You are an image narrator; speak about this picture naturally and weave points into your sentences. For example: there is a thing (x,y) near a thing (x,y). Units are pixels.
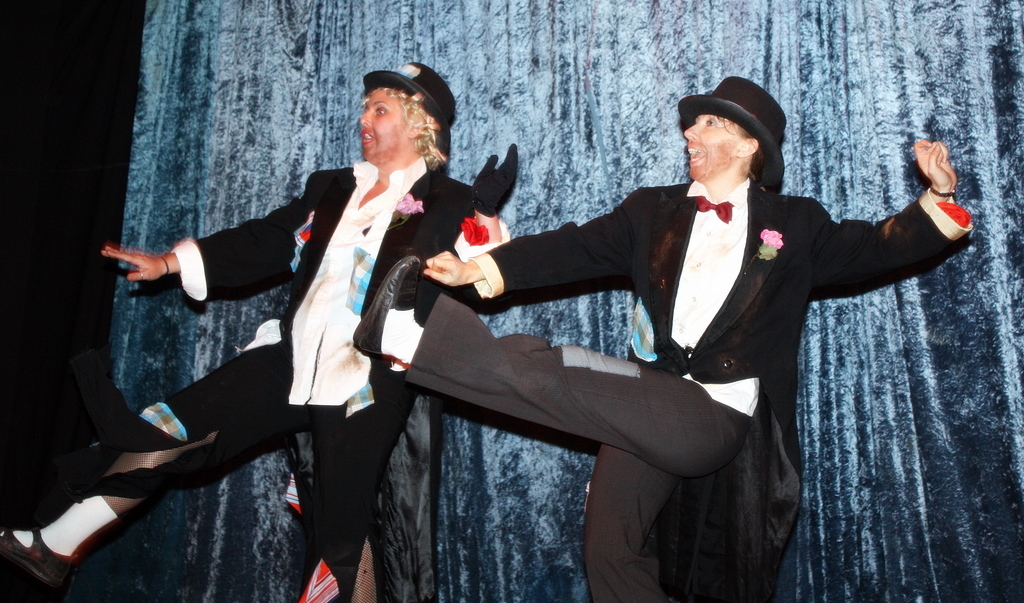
In this image we can see two persons (549,421) are dancing, there are flowers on their dresses (425,253), behind them there is a curtain (838,147).
